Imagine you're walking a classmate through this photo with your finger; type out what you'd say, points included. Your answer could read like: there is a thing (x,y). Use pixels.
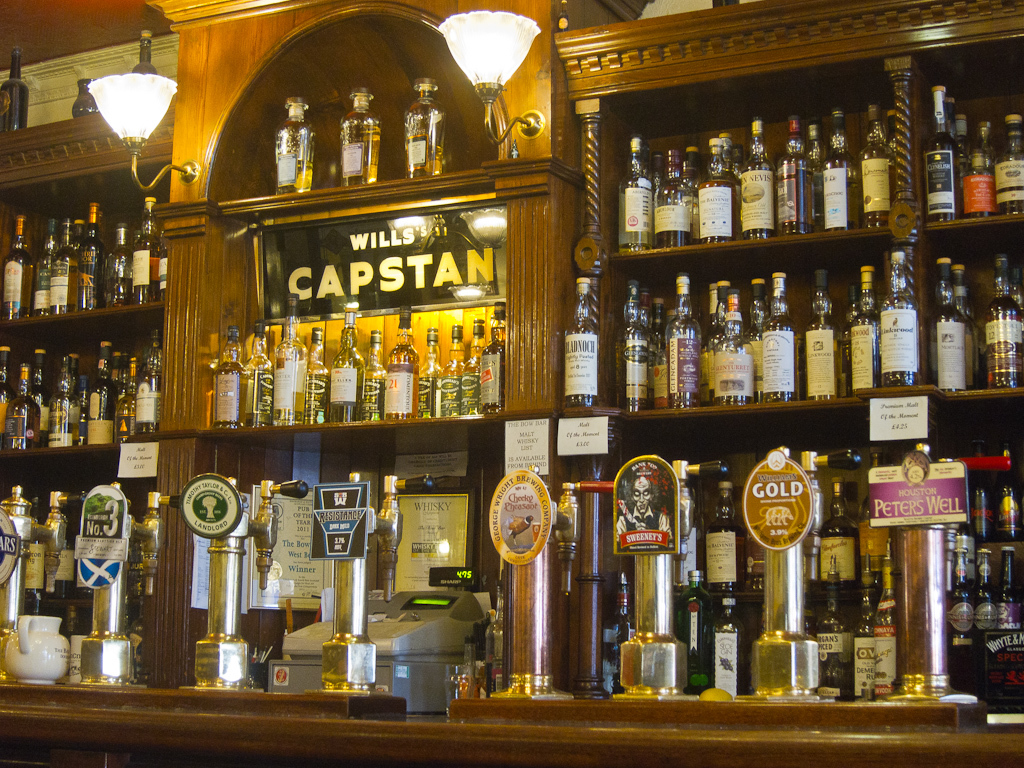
In this picture there are many bottles (464,379) which are placed in a shelf (589,226), There is a light (136,121) attached to the cupboard (193,154). There is a machine (414,645) on the table (254,710).
